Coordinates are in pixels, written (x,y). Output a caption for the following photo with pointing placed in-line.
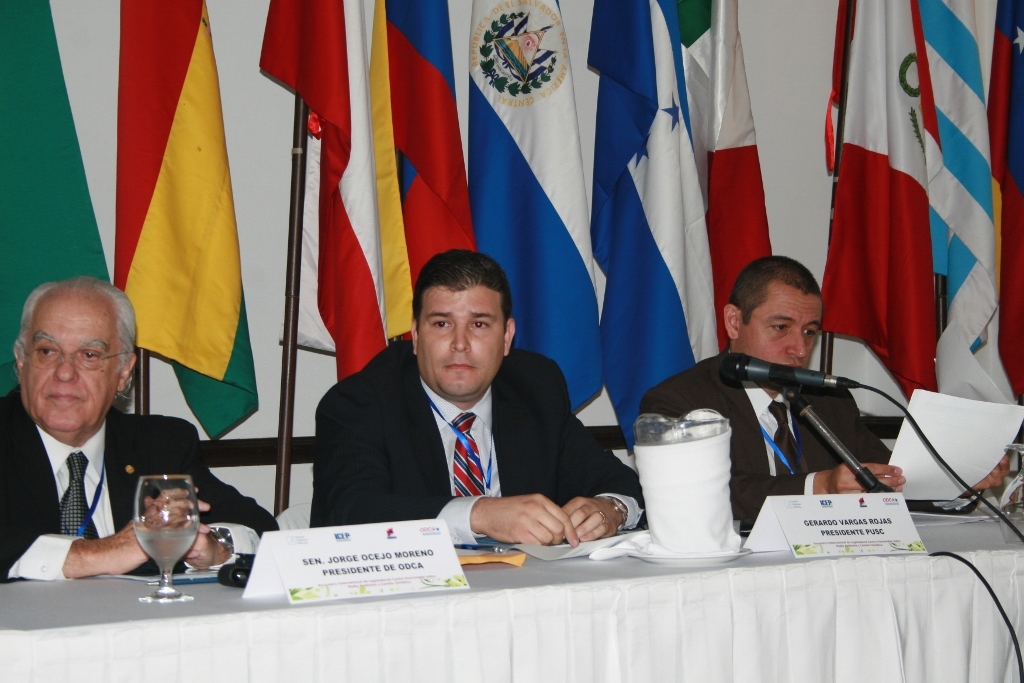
In this image I can see three people (486,326) are sitting on the chairs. I can see a mic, stand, boards (378,554), papers (923,472), wire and few objects (665,529) on the table (668,591). Back I can see few colorful flags (380,134).
